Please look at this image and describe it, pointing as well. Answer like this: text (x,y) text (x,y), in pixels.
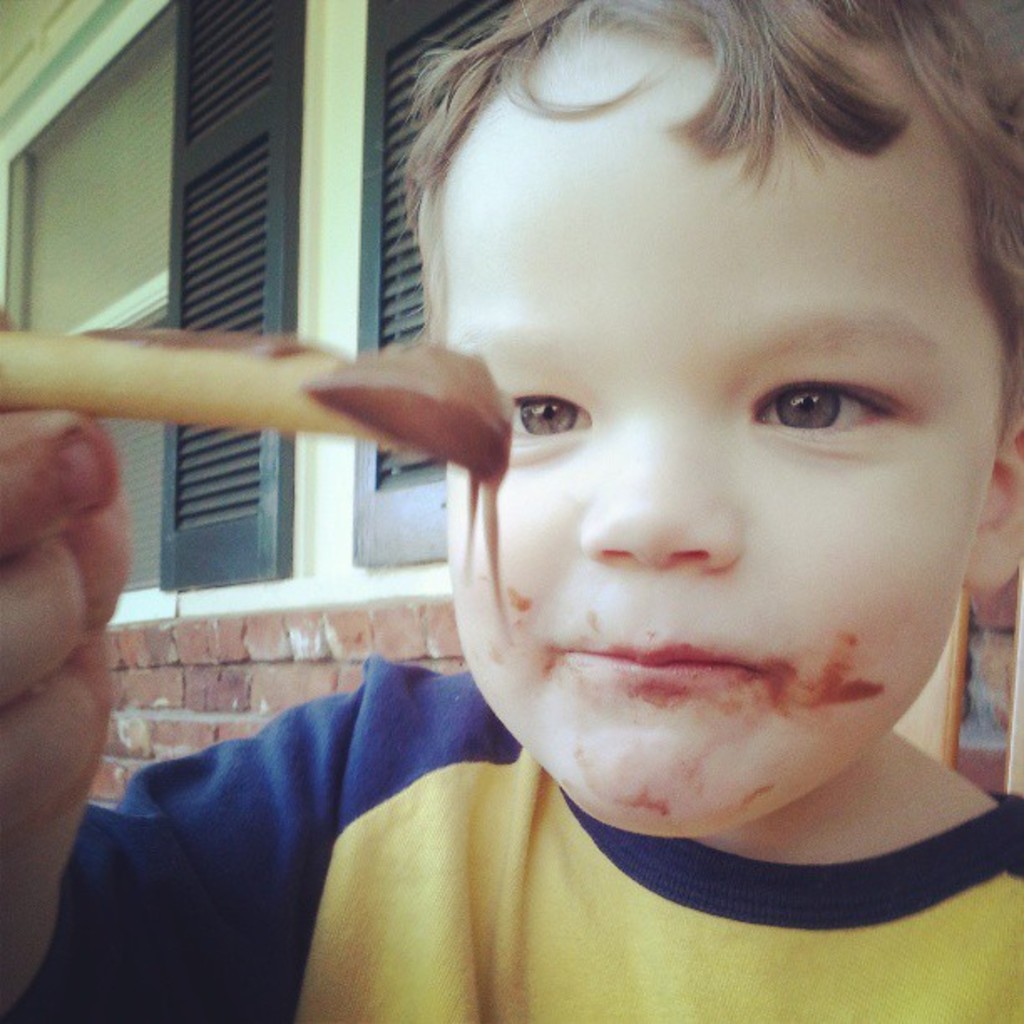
In this image, we can see a kid (506,213) standing and holding a food item (335,432), in the background (387,553), we can see windows (402,215) and there is a brick wall (174,642).
